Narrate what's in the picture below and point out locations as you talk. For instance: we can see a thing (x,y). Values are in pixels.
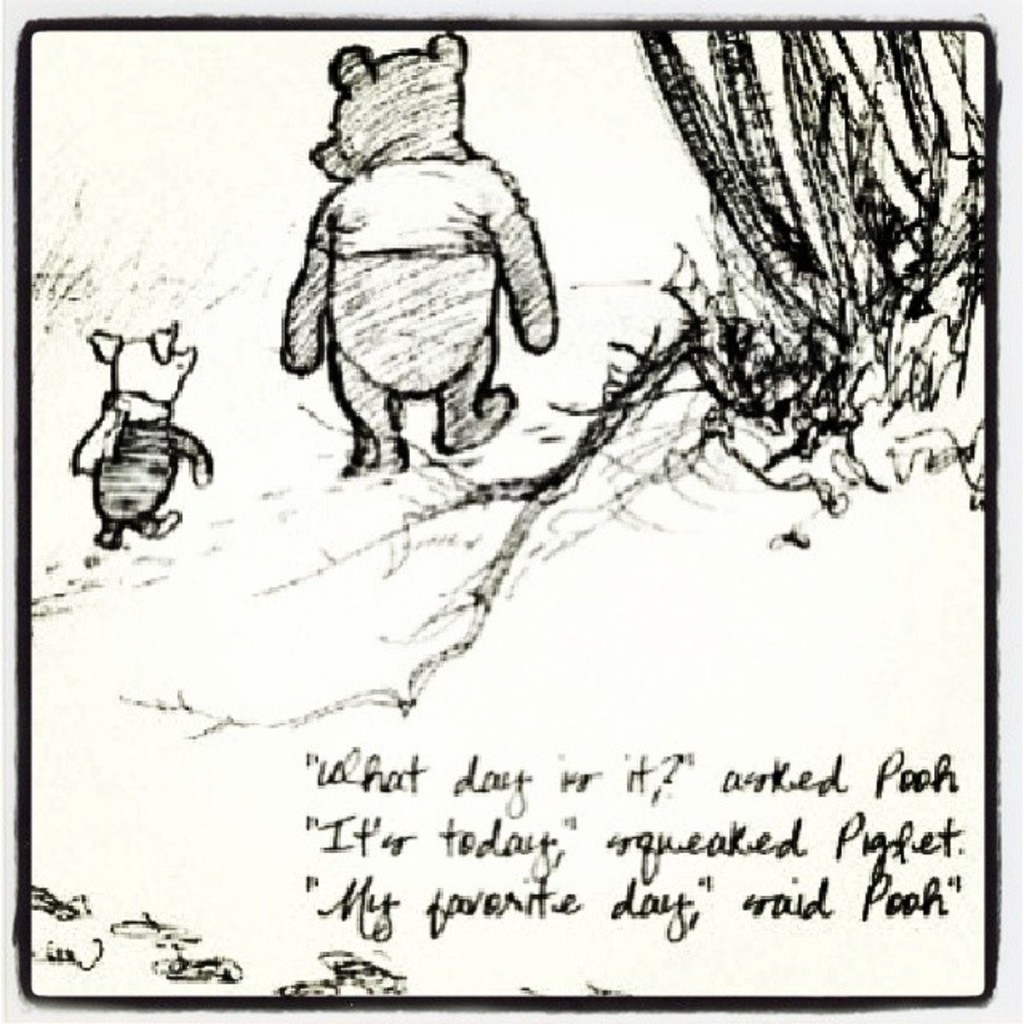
This image is a drawing. In the center of the image (372,406) there are two animals (103,534). To the right side of the image (971,156) there is plant (880,433). There is some text (939,774) written at the bottom of the image (928,768).
